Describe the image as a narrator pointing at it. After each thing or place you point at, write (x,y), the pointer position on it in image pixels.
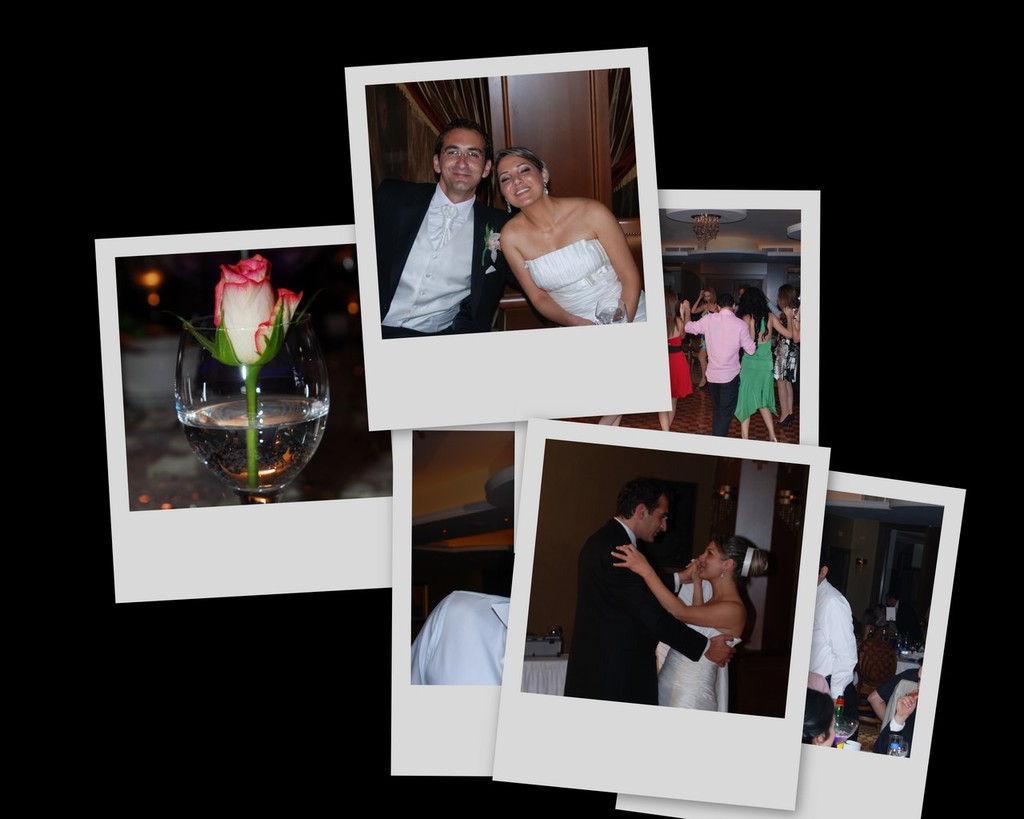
In this image there are a few photos (430,146) of a couple (536,203) and a few people (728,395) are dancing in another photo (744,289) and there is a glass (189,406) of water (220,414) in which there is a flower (242,334) in another photo (189,318), there are a few people (815,707) sitting in front of the table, on the table (902,663) there are glasses (895,740) and some other objects (851,746) in another photo (875,590). The background (232,14) is dark.
